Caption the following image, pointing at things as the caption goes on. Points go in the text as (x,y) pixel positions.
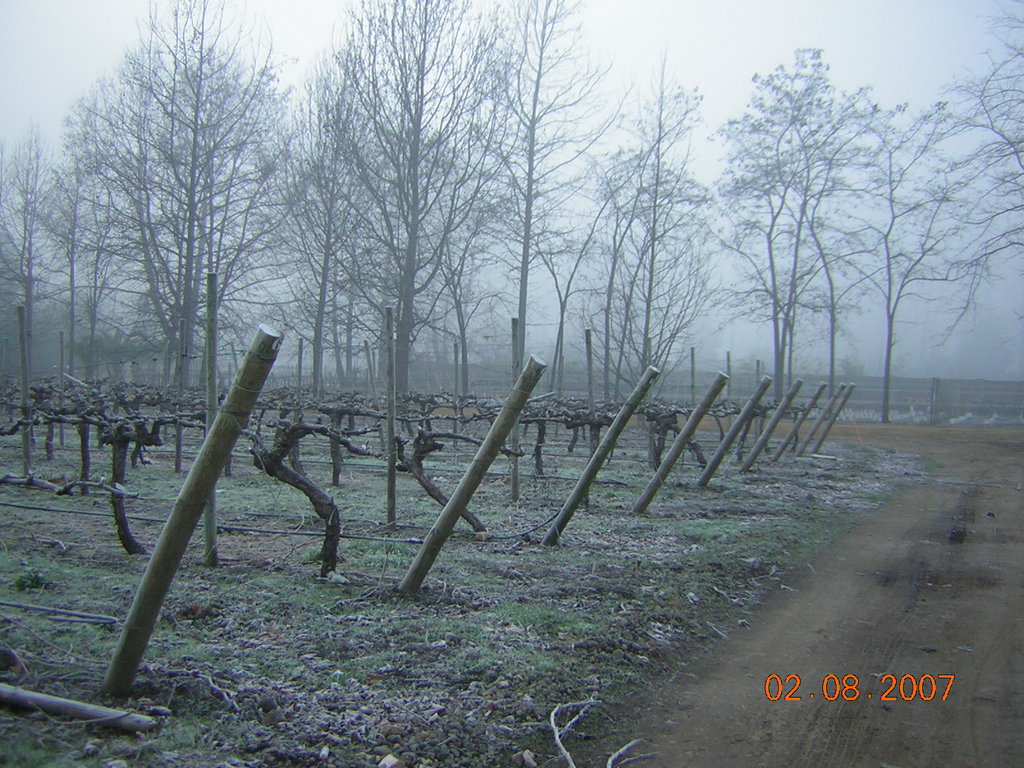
In this picture we can see some trees (666,244), at the bottom (636,576) there is grass (653,580) and some stones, there are wooden poles (224,452) in the middle (530,388), at the right bottom (831,683) there are some numbers (792,690), we can see the sky (728,90) at the top of the picture (674,87).
